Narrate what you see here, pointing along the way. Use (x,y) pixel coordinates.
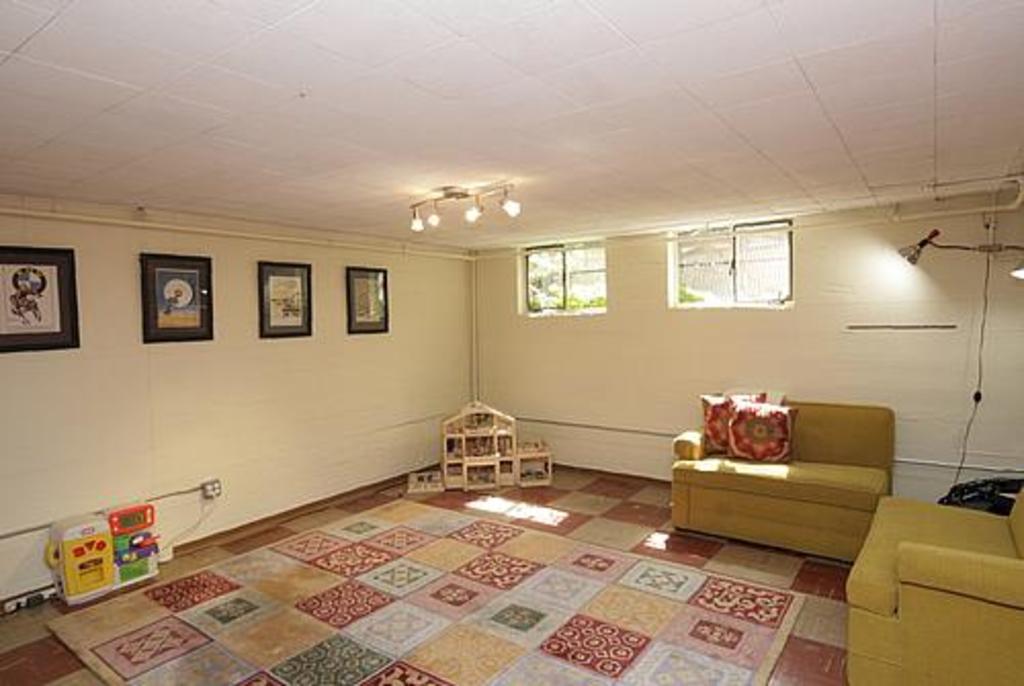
This is a room (563,343) where we can see the sofas (797,517) placed in the right side (761,443) and the pillows (753,412) on the sofa (832,483) and the floor mat (568,602) on the left side of wall (310,373) we have four frames (269,294) and on the right wall (511,285) we have two windows (732,260) and a light (923,243) on the right wall (914,221).
